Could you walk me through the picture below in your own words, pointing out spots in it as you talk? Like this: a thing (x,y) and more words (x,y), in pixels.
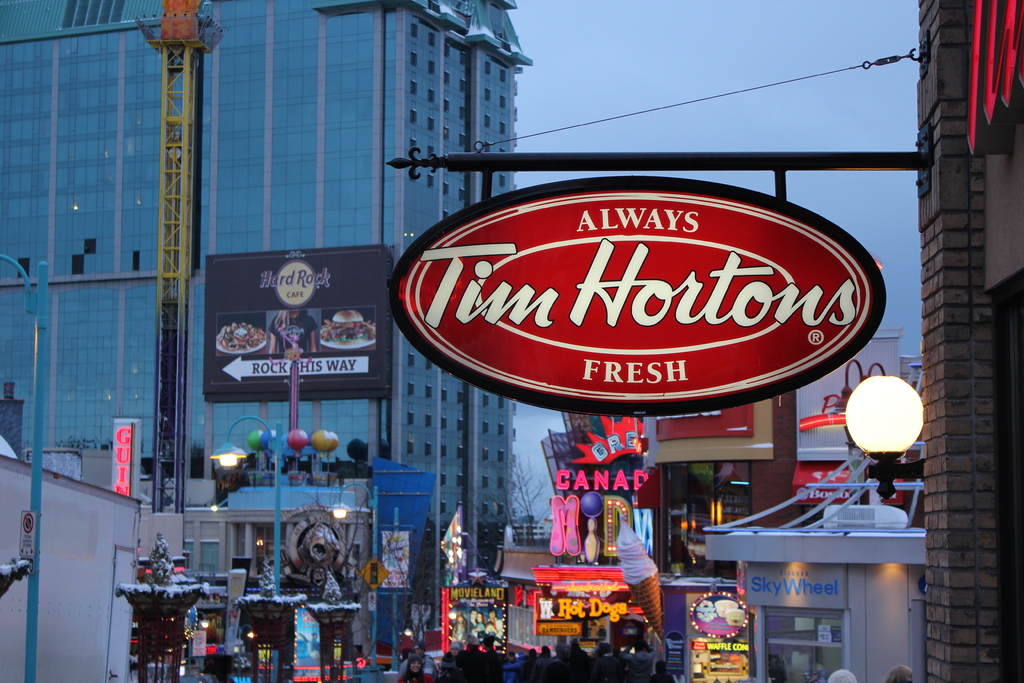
In this image in the front (640,289) on the top (555,218) there is a board (561,261) hanging on the wall (949,233) which is on the right side (687,277) with some text (599,292) written on it. In the center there are persons (538,665), there are boards (490,629) with some text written on it and there are poles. In the background (341,177) there is a building (301,209) and in front of the building (409,435) there is a board (285,322) with some text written on it and there is stand (180,238). On the left side (87,562) there is an object (86,550) which is white in colour.
